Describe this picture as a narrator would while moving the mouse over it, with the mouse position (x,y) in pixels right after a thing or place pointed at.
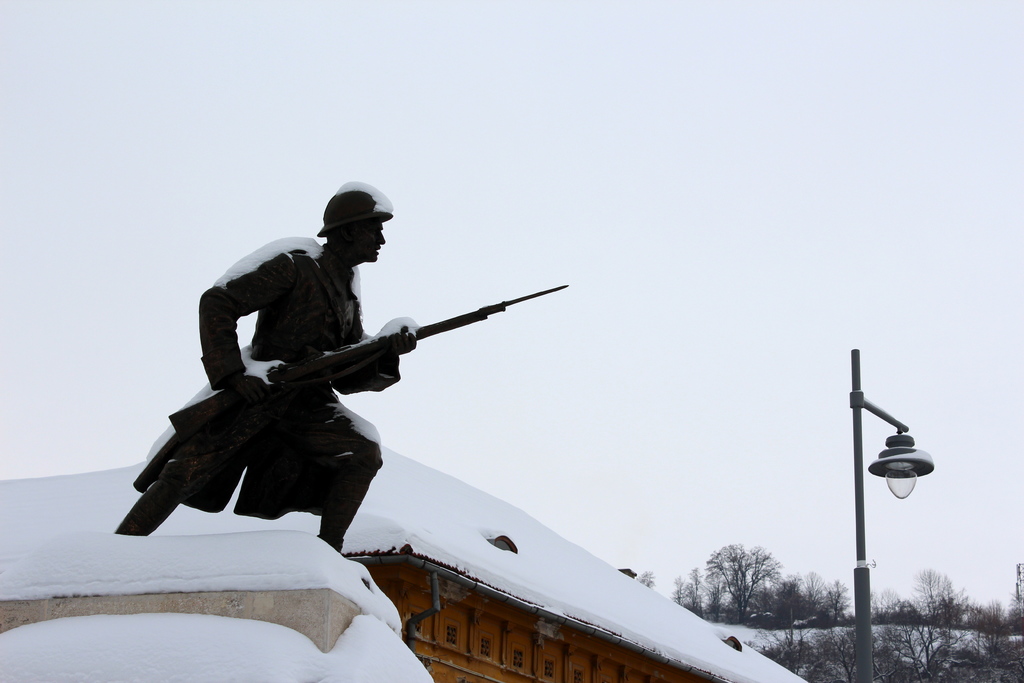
As we can see in the image there is a house (621,644), snow (597,621), statue (271,449), street lamp (893,471), trees (764,558) and sky (613,183).
